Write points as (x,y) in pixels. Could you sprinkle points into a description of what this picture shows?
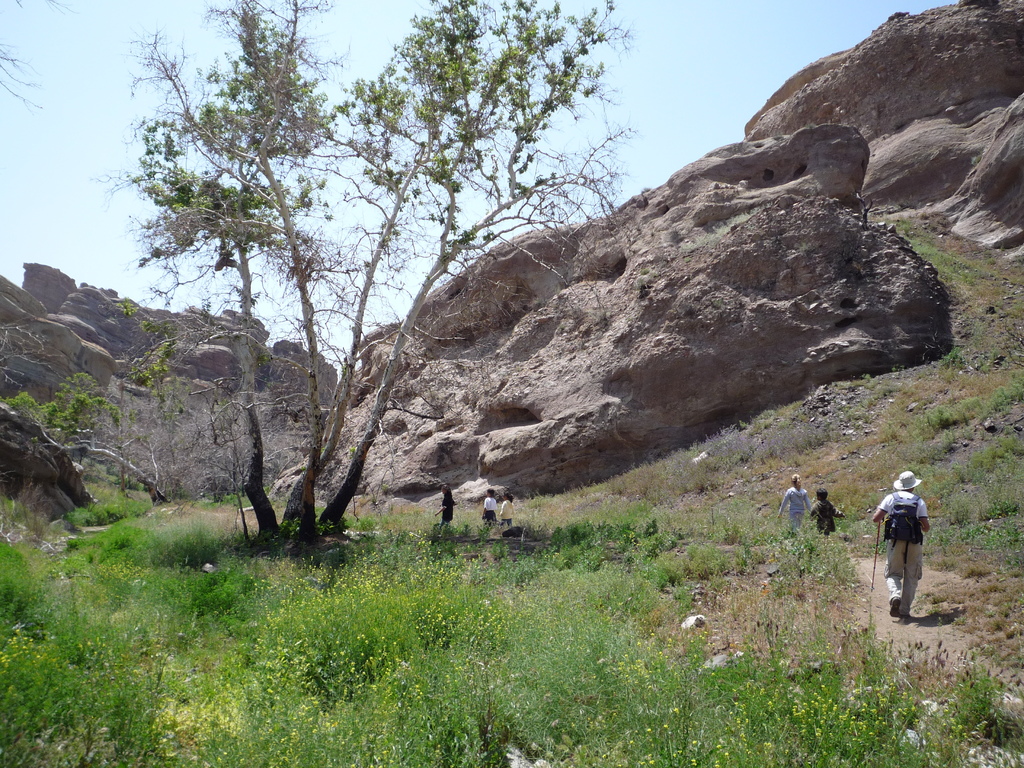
In this image there are some people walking on the mud road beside them there is a rock mountain (955,202) and at the left (141,730) there are some plants (233,685) and tree (178,488).
